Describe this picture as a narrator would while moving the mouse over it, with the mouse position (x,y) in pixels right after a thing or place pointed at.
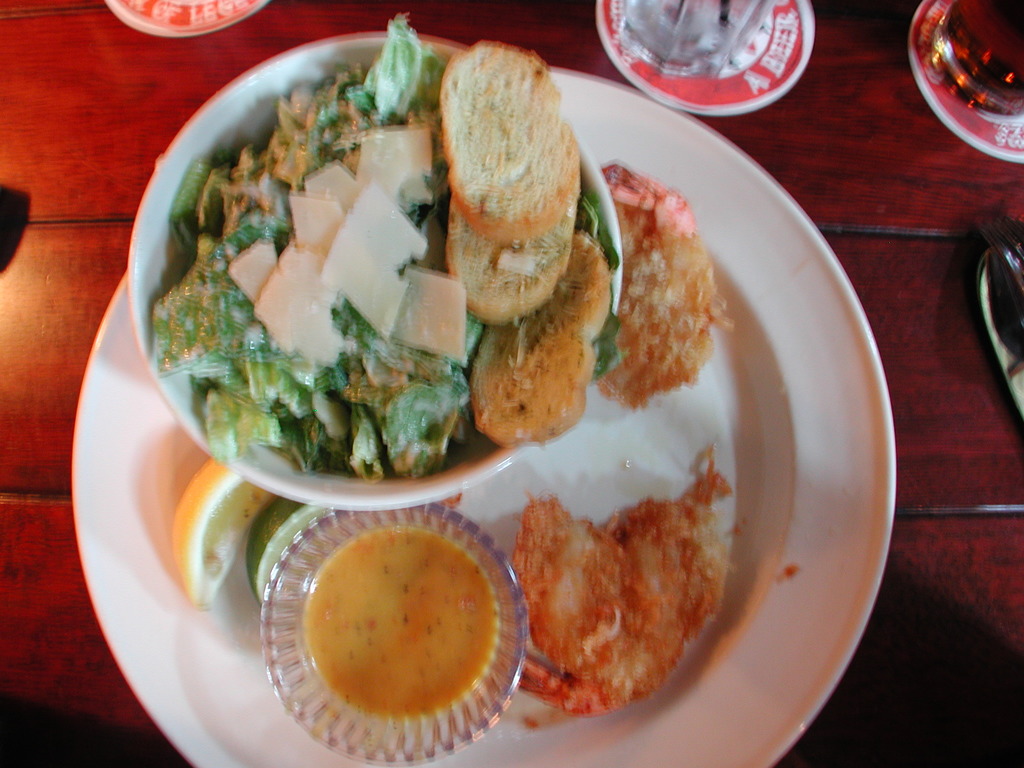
In this image, we can see a table (982,453). In the middle of the table (799,745), we can see a plate (811,621), on that plate (804,662), we can see a bowl (496,684) with some liquid content (373,584) and a bowl (429,488) with some food (321,470), we can also see some food items (616,532). On the right side of the table (1011,580), we can see a glass (1018,86). In the background of the table (837,81), we can see a glass (730,26) and a table (806,82).
